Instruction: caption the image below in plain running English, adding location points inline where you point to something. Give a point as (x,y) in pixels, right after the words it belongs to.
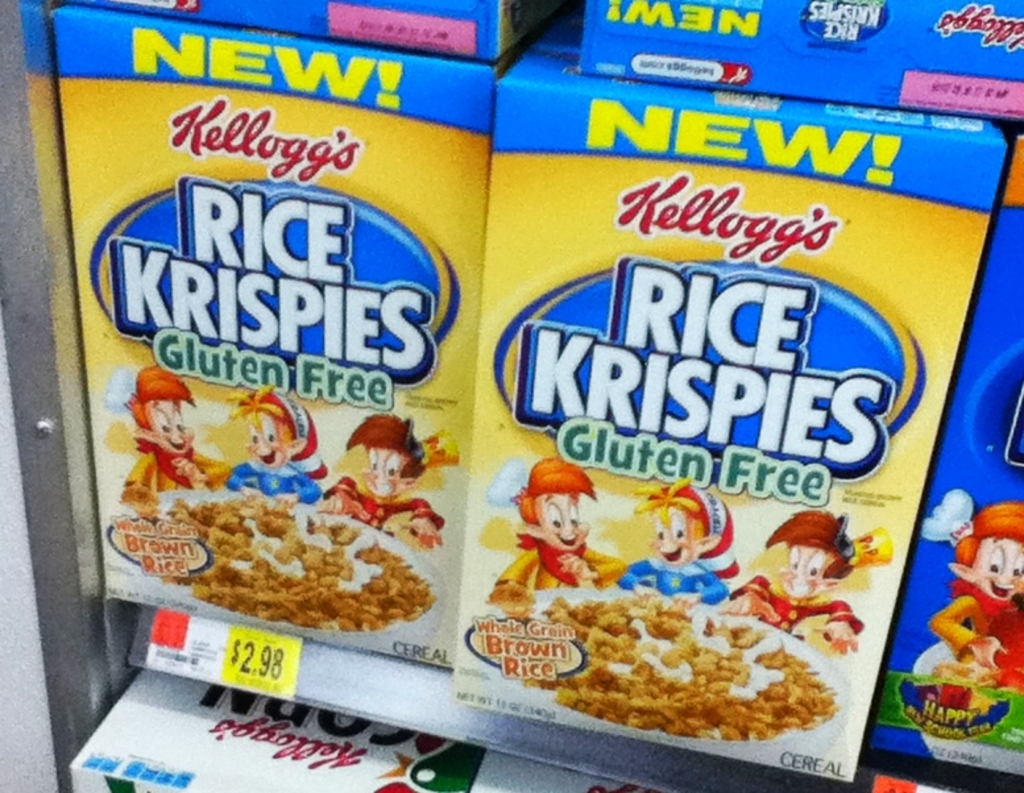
In this picture there are kellogg's boxes (480,430) in the image.
